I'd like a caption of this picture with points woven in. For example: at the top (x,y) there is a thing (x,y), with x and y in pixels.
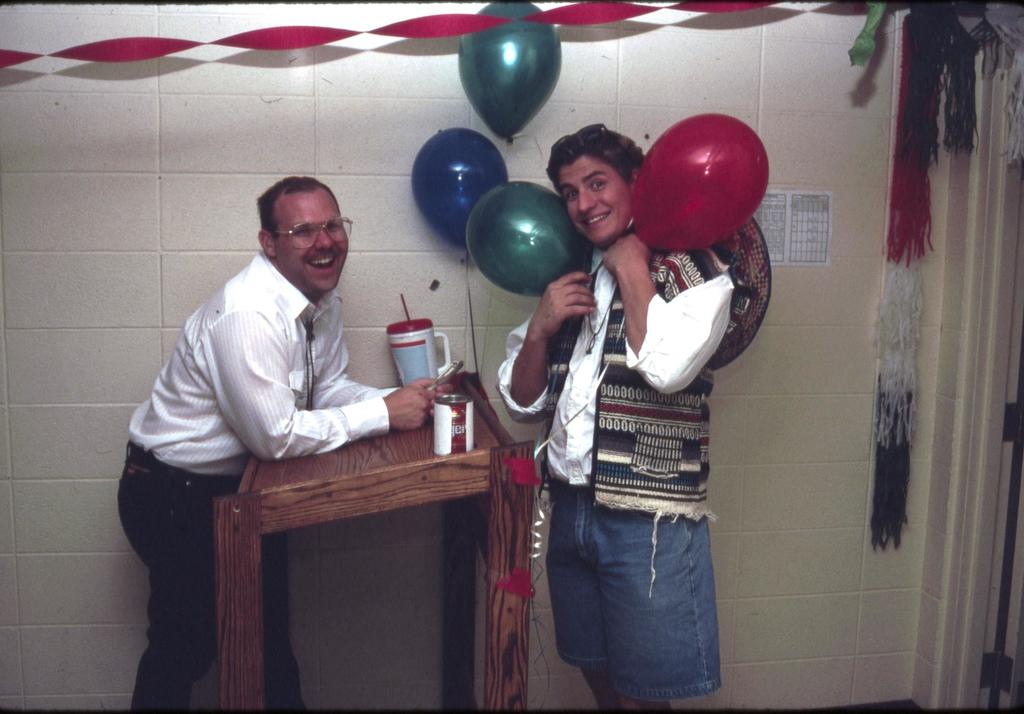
2 people (637,406) are standing in a room (467,483). the person (645,390) at the right (688,335) is wearing a white shirt (680,333) and holding red and green balloon (494,231). the person (217,414) at the left (276,325) is wearing white shirt (209,401) and resting his hands (390,398) on a wooden table (325,474). on the table (361,459) there is white cup (414,365). behind them there is a white wall (318,117) on which there are balloons (477,74) and a red ribbon (82,49) and a paper note (800,207). at the right (1001,225) end there is a door (1004,618).
